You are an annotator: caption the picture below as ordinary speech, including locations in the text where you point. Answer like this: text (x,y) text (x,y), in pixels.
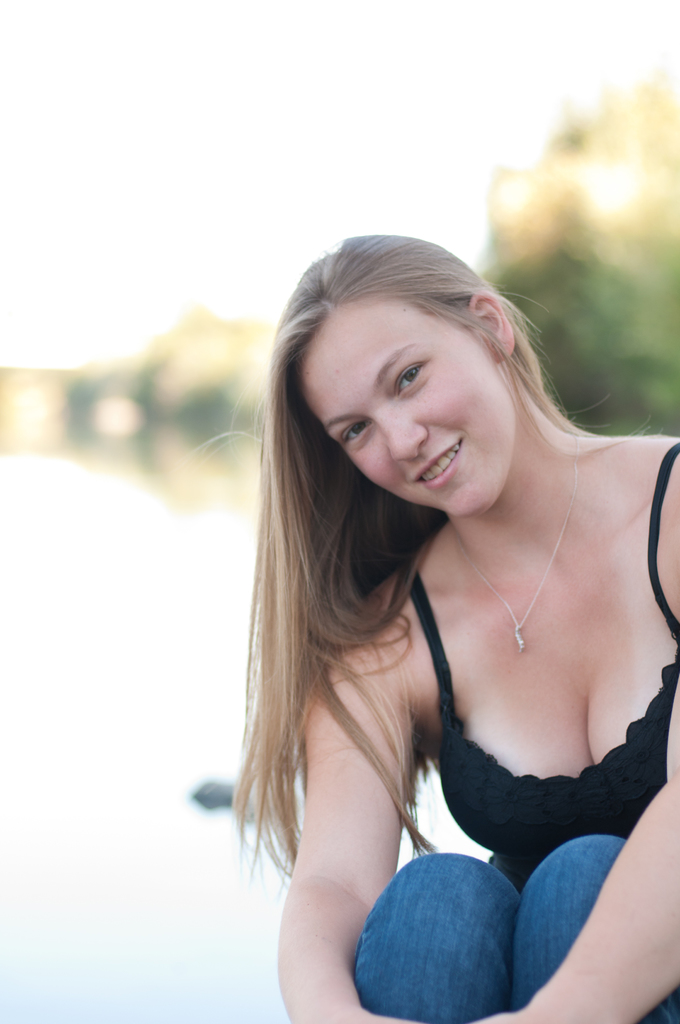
On the right side of the image (514,821) there is a lady (513,688) sitting. Behind her there is a blur background (100,693).
